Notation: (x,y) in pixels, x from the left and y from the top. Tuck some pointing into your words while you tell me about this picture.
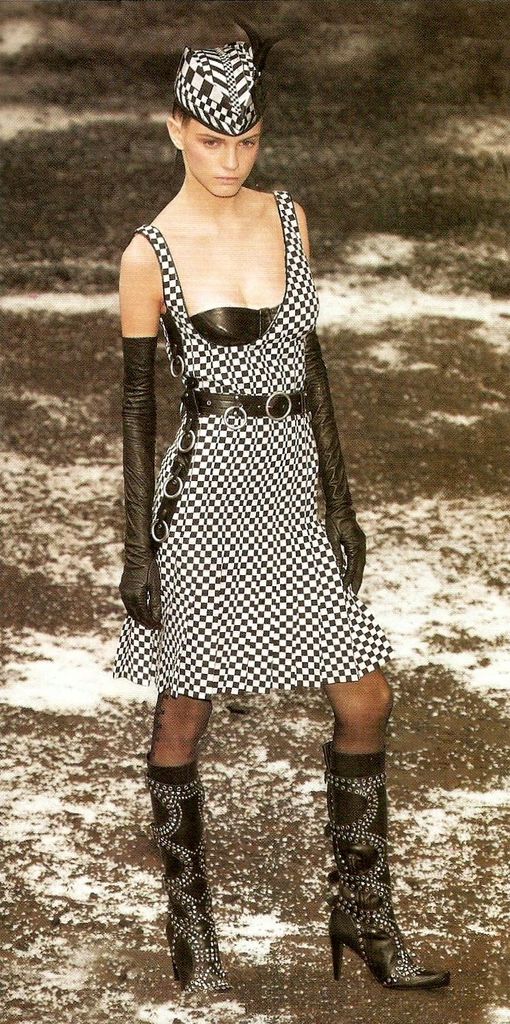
In this image we can see a woman (236,582) standing and in the background (126,834) we can see the land (433,531).
